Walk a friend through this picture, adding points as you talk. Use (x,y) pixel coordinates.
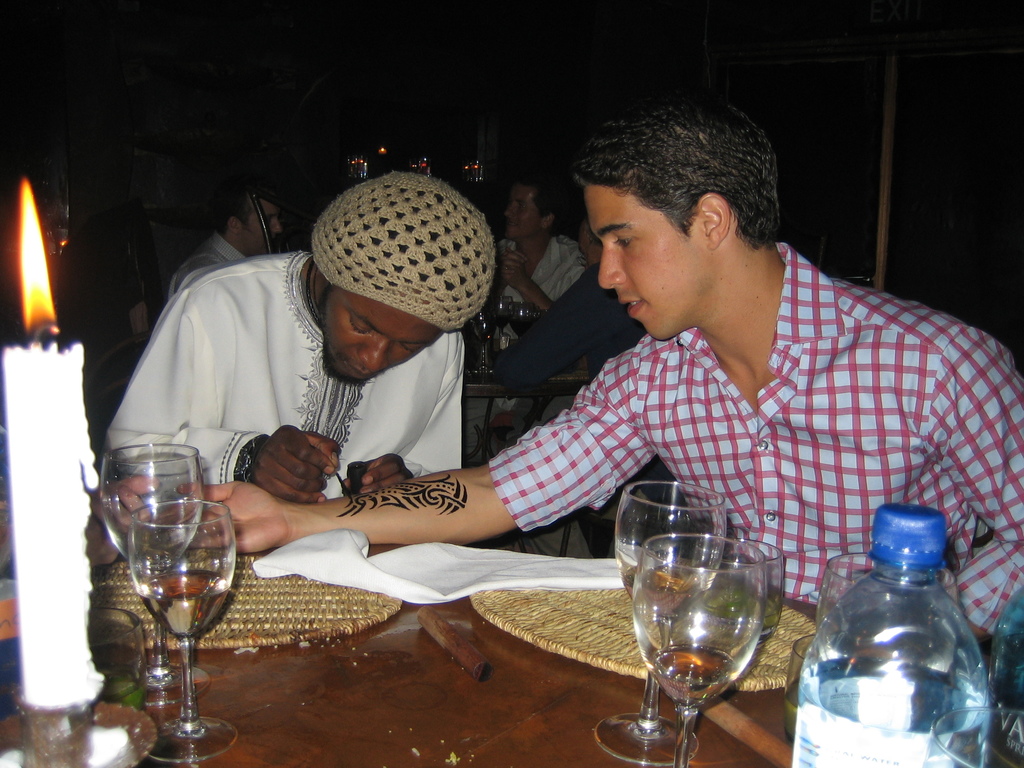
The person (245,361) wearing white dress (261,375) is drawing a tattoo (406,505) on a person (438,487) sitting beside him and there are few people (552,260) in the background (526,236).
